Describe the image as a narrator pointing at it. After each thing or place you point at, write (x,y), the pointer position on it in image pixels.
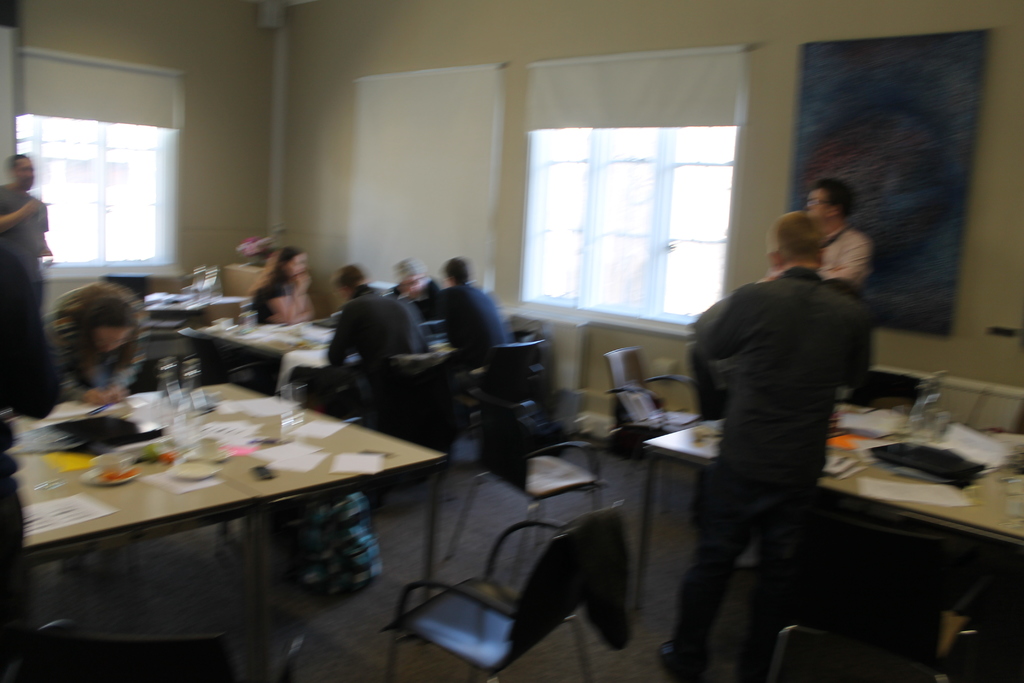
Few persons (348,329) sitting on the chair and few persons (37,283) standing. We can see tables (373,450) and chairs (510,358), on the table (328,452) we can see things (87,452). On the background (498,45) we can see wall (311,170), board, window (624,201). This is floor (453,570).
